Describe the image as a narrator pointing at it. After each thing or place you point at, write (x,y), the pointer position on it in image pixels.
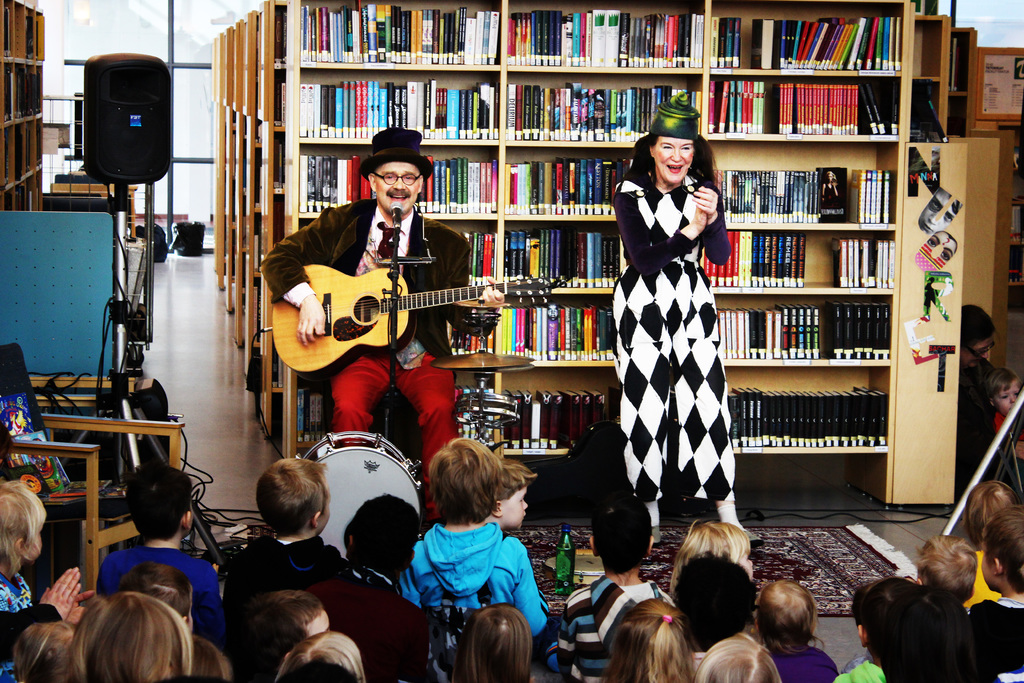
In the image there a guy (406,270) playing guitar (429,299) and singing on mic (398,223) in the front (421,259) and beside him there is a lady (686,279) clapping and in front (732,668) there are many kids (605,605) sat.
